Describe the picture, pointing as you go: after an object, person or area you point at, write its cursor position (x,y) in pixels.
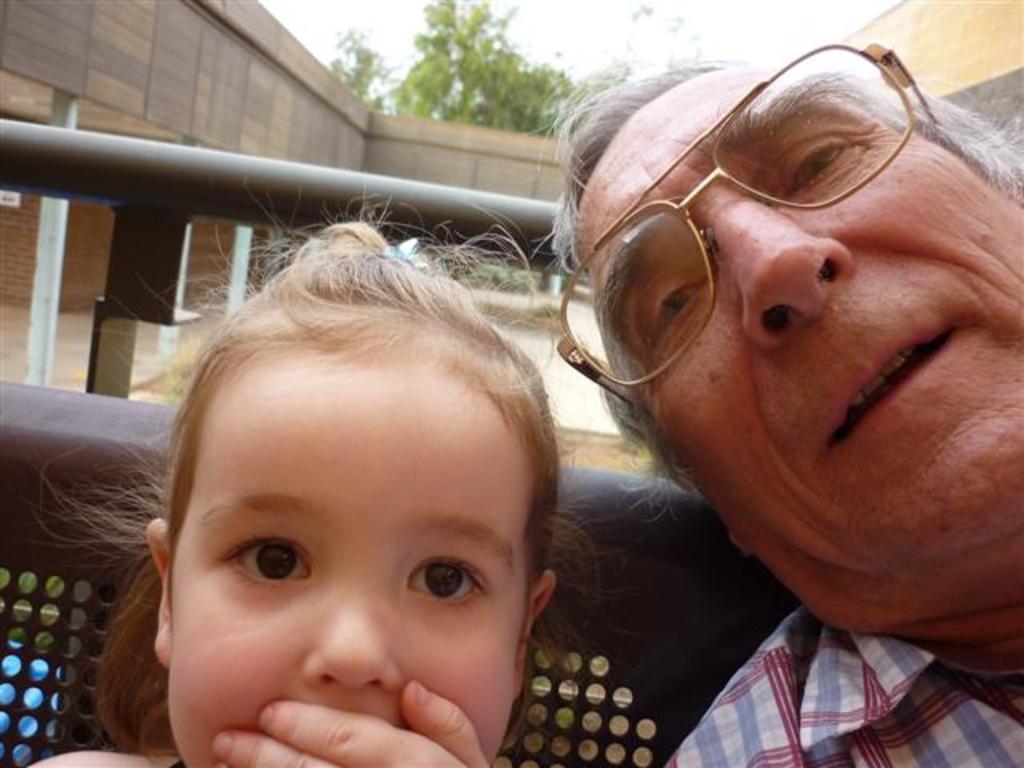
In this image I can see on the right side (806,542) there is an old man (829,349), he wears spectacles (781,200), beside him there is a girl (264,558) covering her mouth (308,722). At the top (421,52) there are trees (483,102), in the middle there is the wall (345,159).
